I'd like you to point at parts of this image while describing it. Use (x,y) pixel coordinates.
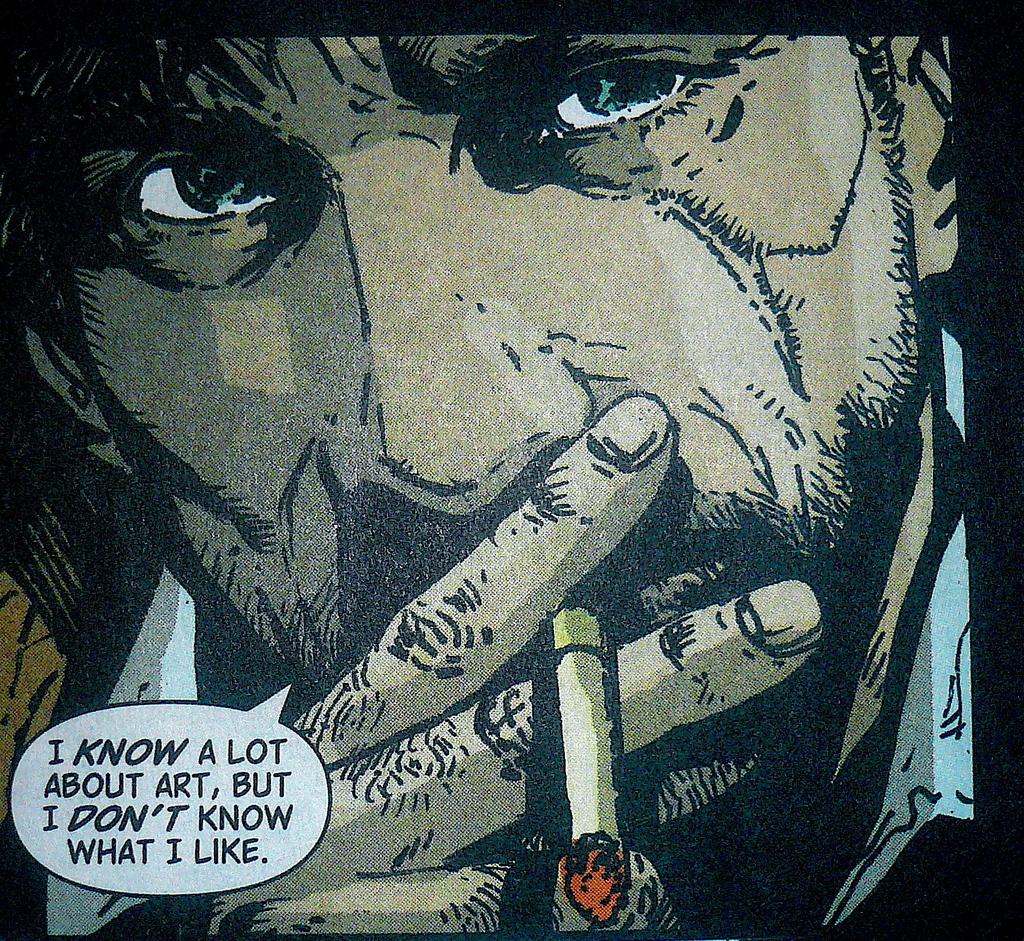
In this picture I can see a man (633,614) is smoking, on the left side (223,843), there is the text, it looks like a painting.
